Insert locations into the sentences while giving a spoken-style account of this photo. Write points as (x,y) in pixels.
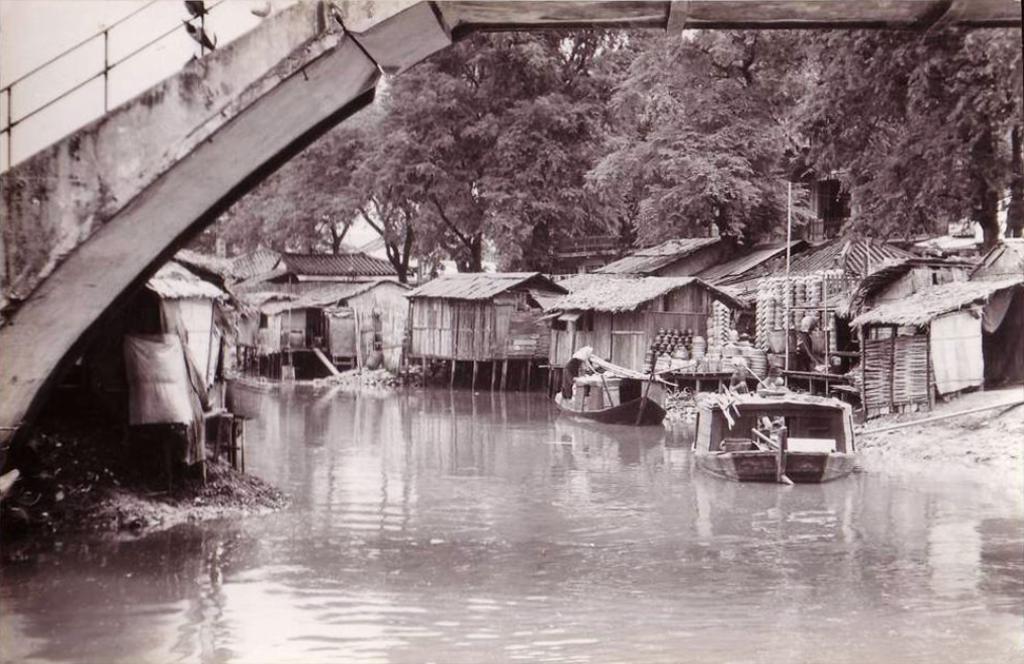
In this image we can see some boats (711,448) on the water (430,560). We can also see a bridge (1,391), trees (422,145), houses (611,315) with roofs (651,294), utensils (693,349) placed beside a house (627,338) and the sky (44,78).
